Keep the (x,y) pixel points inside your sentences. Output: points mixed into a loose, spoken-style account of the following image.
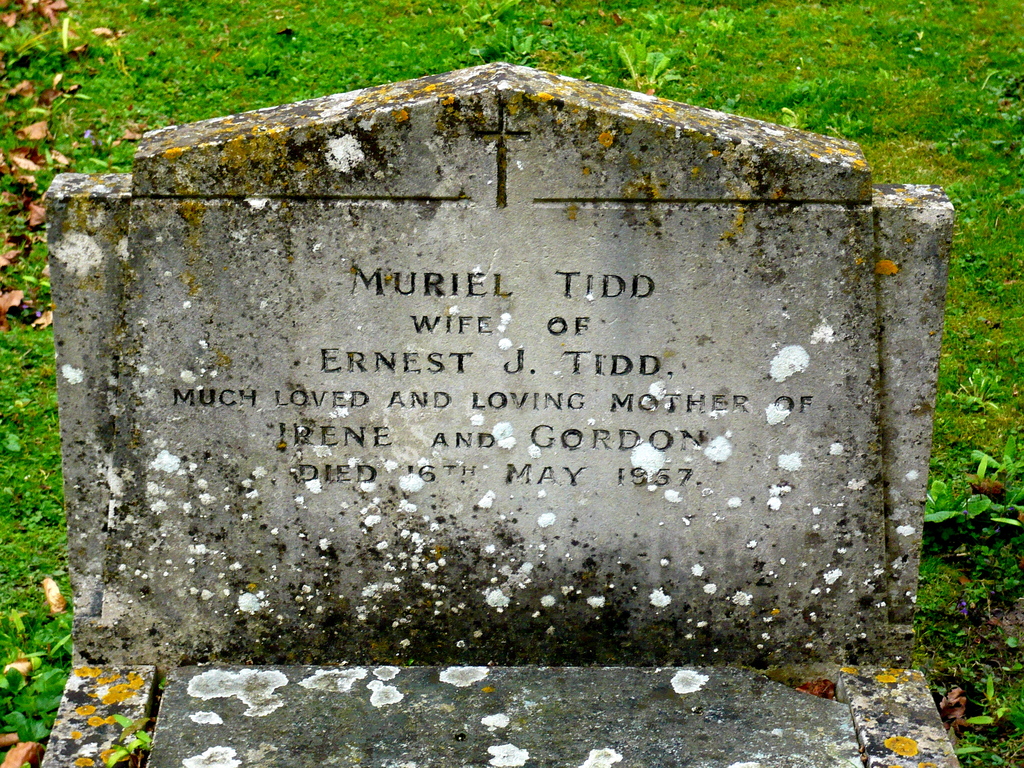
In the picture there is a grave of a woman (462,365) and behind the grave (221,187) there is a green grass (970,276).
